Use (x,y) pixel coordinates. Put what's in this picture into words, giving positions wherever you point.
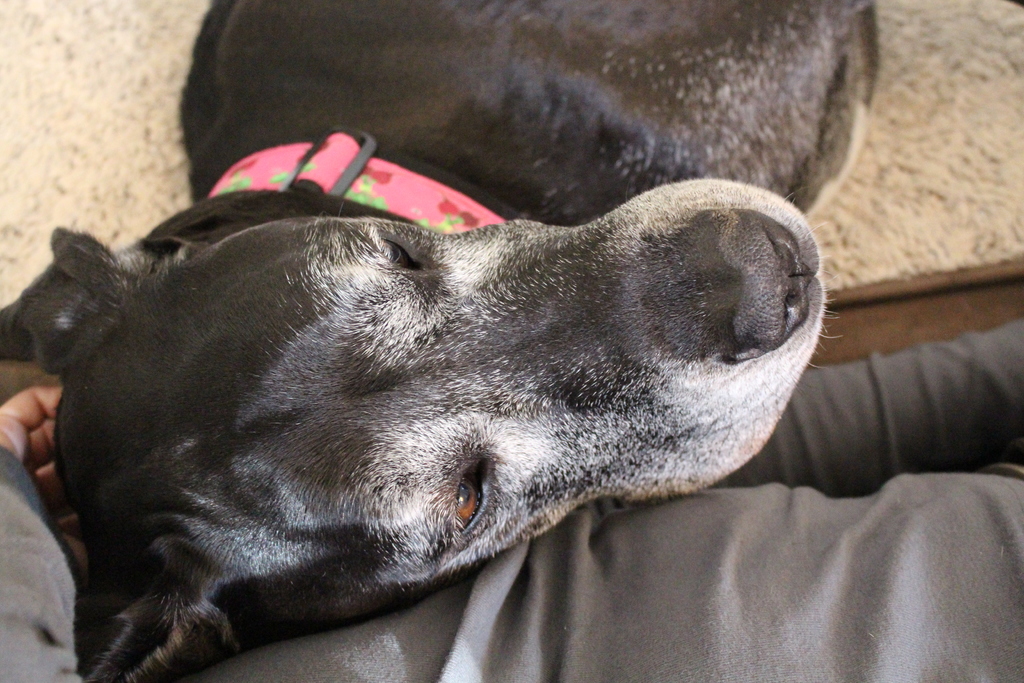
In this image we can see a dog (491,190) keeping the head (294,417) on the lap (873,614) of a person (581,632). Dog (336,233) is wearing a belt (355,171).
